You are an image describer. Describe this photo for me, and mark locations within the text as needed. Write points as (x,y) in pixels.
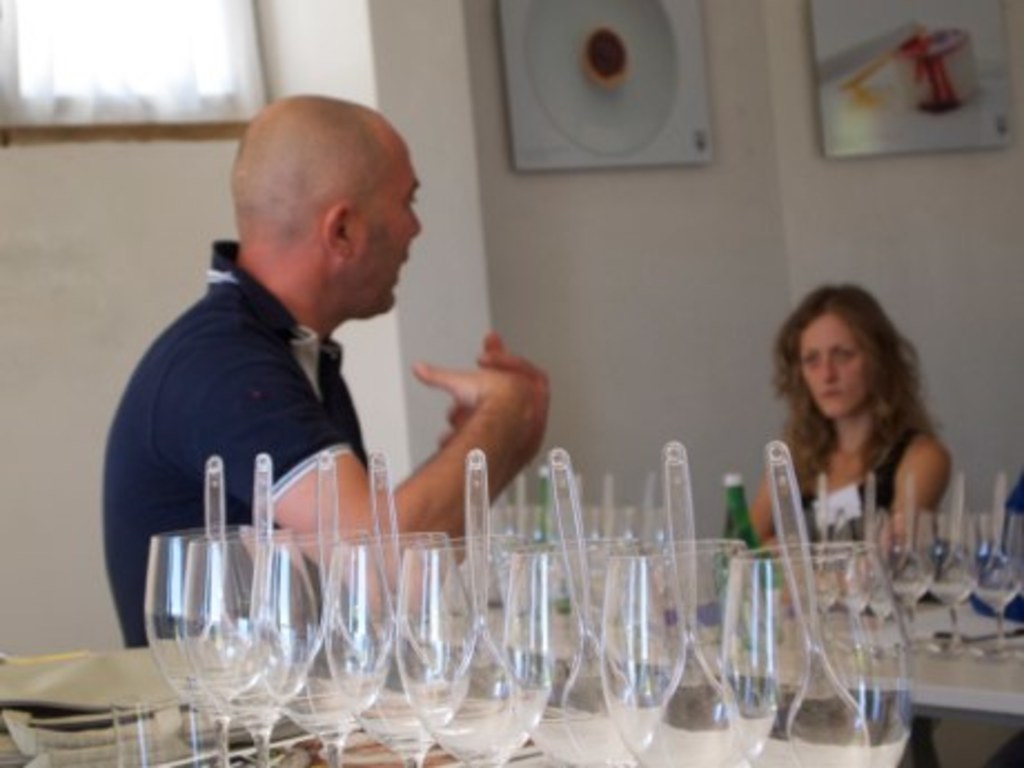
In this image we can see a man (341,386) and a woman (859,459) sitting on the chairs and there is a table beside them. On the table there are glass tumblers (587,624), spoons (681,553) and beverage bottles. In the background (537,93) we can see wall hangings (685,155) attached to the walls (444,209).
